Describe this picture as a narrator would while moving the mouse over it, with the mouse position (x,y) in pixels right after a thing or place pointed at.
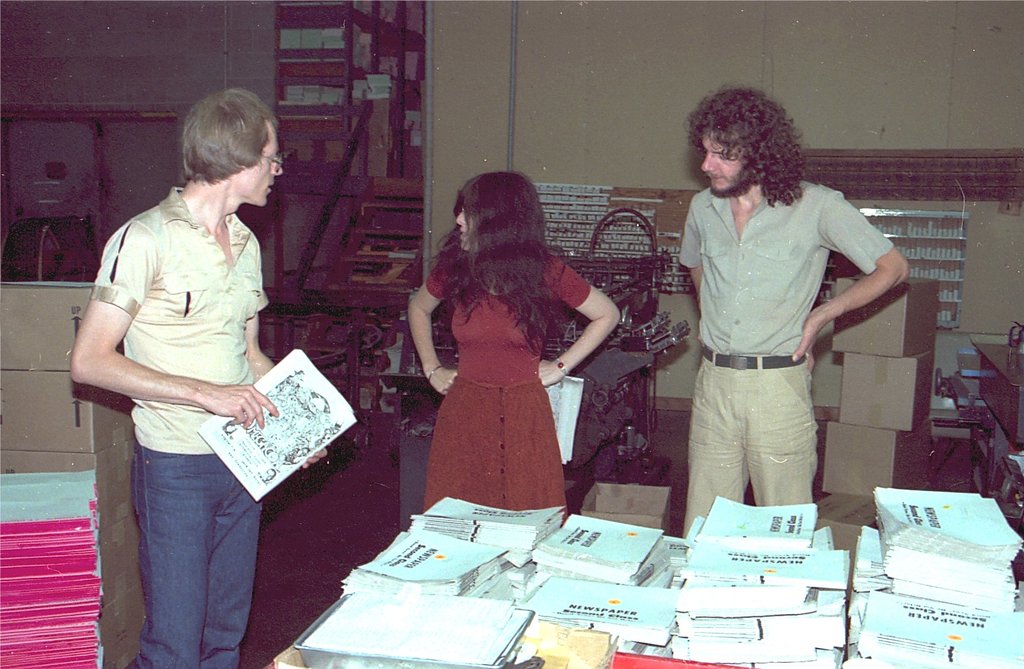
In this image I can see three people (232,411) with different color dresses (515,446). In-front of these people (457,403) I can see many books (628,619). To the side of these people (475,333) I can see the cardboard boxes (19,369) and books (21,596). In the background (569,319) I can see the machine (569,319), few more books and the boards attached to the wall (764,77).
